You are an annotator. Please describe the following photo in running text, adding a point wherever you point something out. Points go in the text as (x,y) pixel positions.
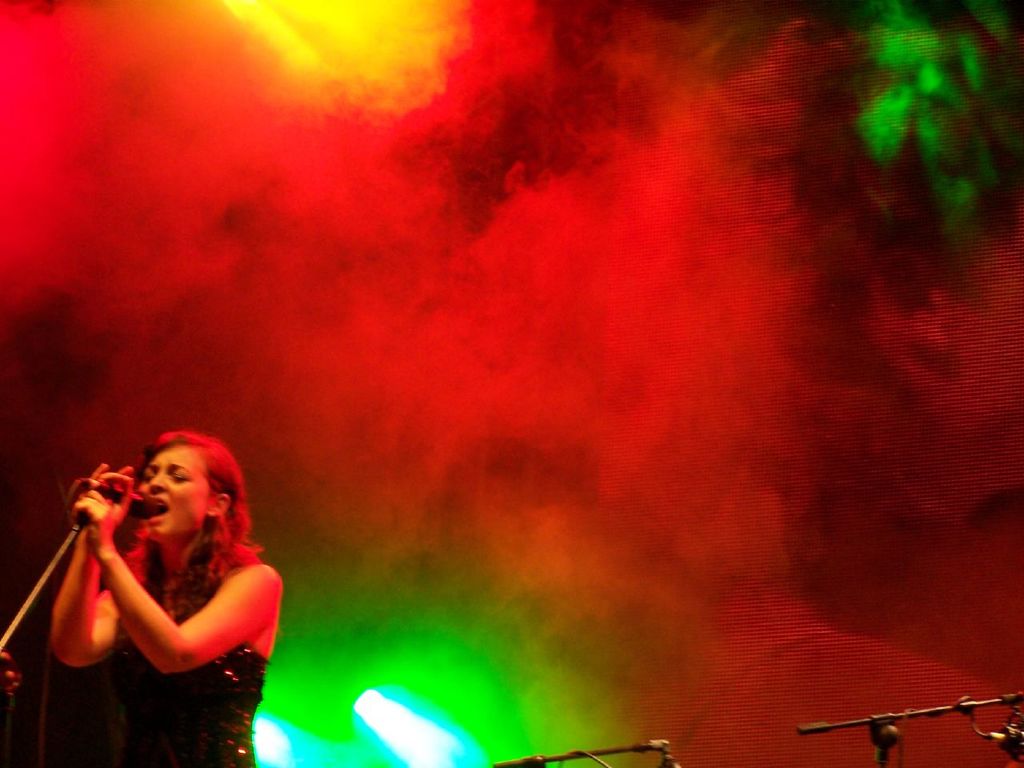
In this image we can see a woman (262,611) holding a mic (115,493) with a stand (21,614). We can also see some smoke (445,569) and lights (453,735).
